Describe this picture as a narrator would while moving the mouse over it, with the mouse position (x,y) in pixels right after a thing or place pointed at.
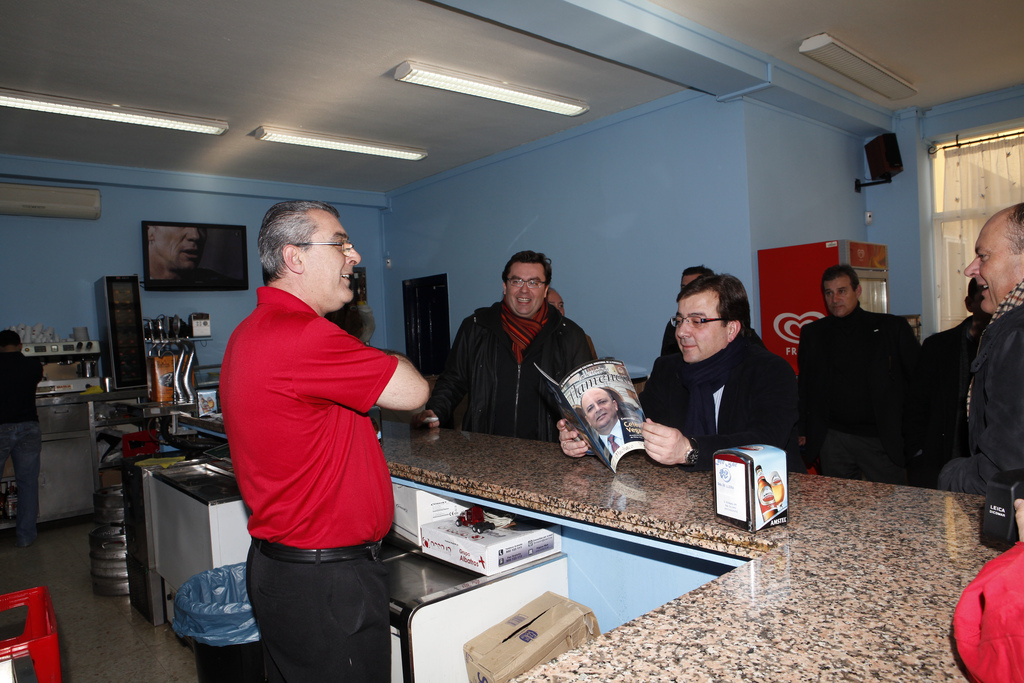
In the picture I can see a person (278,509) wearing red color T-shirt (342,426) is standing here. In the background (657,408), we can see a few more people (476,347) wearing black jackets (723,408) are standing and this person (704,421) is holding a magazine (596,444) and standing here. Here we can see cardboard boxes (484,647), some objects (175,559), air conditioner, television (203,268), refrigerator (876,298), speaker box (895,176), curtains (1013,172) and ceiling lights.
